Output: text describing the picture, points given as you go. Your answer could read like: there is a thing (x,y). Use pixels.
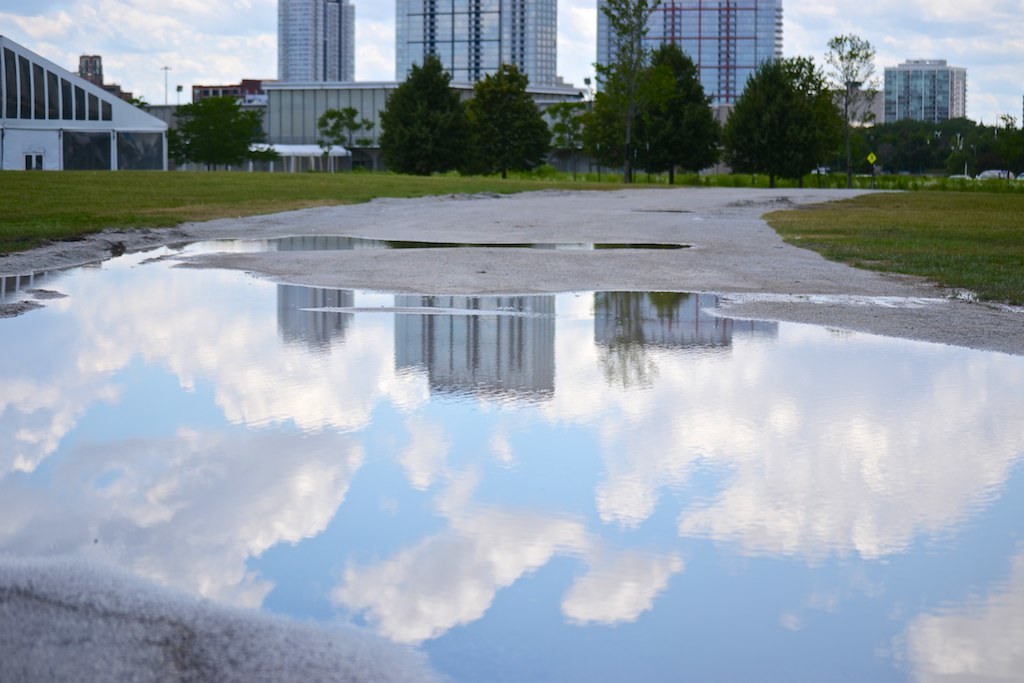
In the center of the image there are buildings (354,75) and trees (704,121). At the bottom (523,508) there is water (550,390) on the road (648,191). In the background (179,53) there is sky (870,43).
